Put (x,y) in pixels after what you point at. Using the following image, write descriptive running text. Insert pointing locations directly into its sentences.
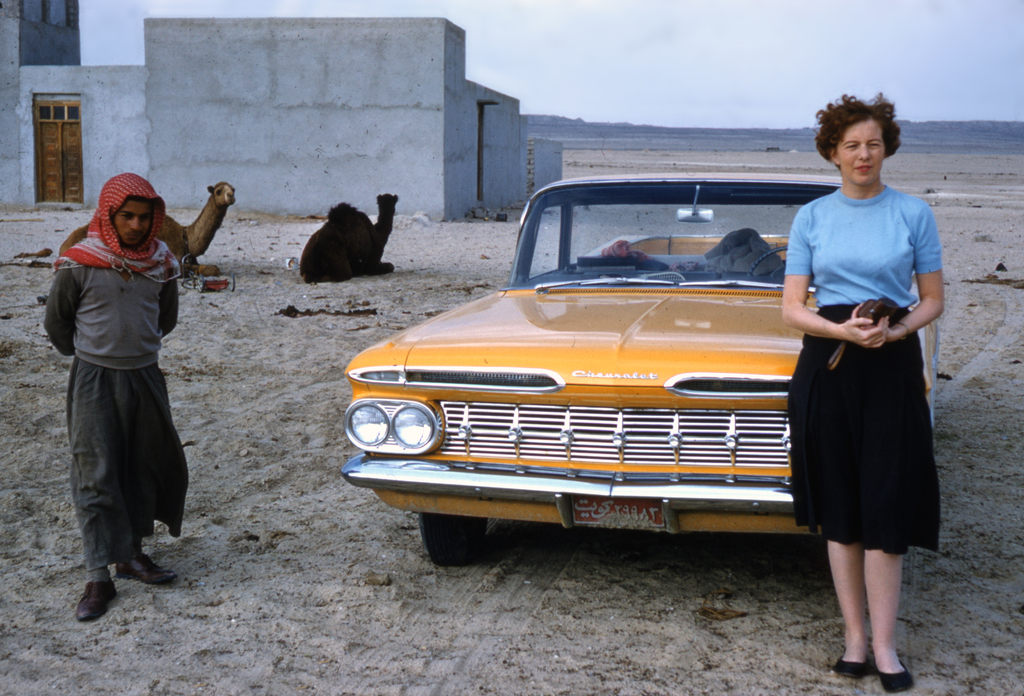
In the foreground of the image (97,337) there are two people (791,323). There is a car (630,434). At the bottom of the image (399,635) there is sand (399,572). In the background of the image (328,203) there are two camels (173,220), house (306,158), sky (539,66) and clouds (774,57).
